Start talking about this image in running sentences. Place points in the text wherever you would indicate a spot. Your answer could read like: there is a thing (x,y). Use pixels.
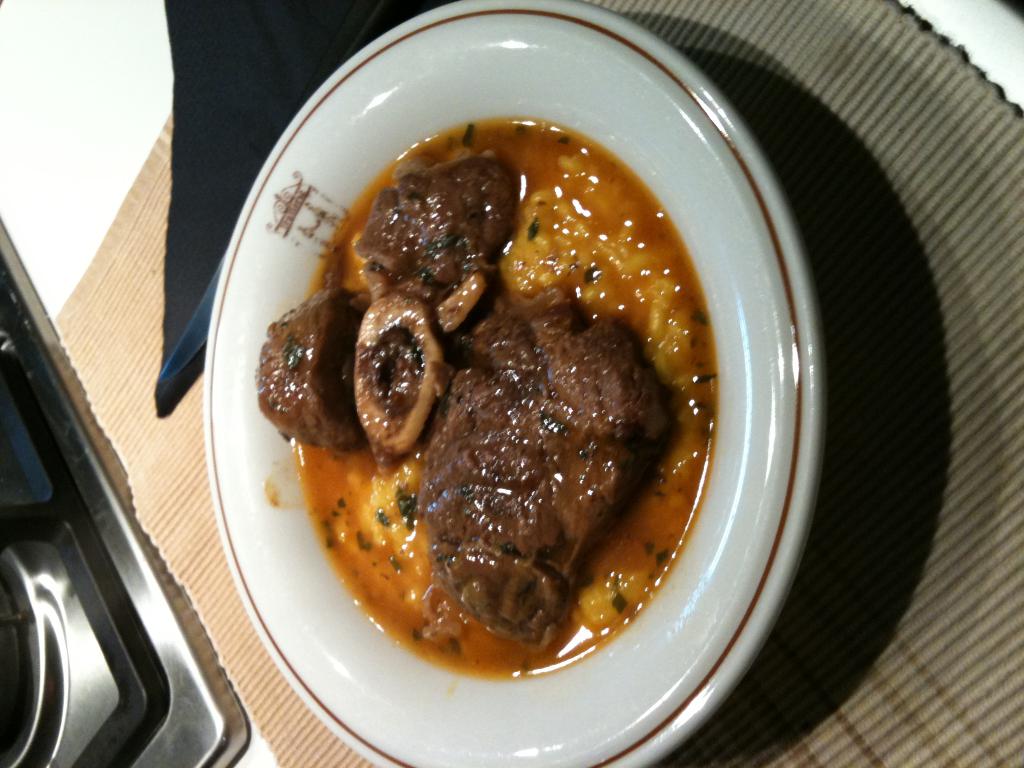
In this image, we can see a table (100,191) covered with a cloth (866,71) and some food item (391,336) in a plate (327,434). We can see the metal object (221,683) on the left (189,725). We can also see an object (261,27).
